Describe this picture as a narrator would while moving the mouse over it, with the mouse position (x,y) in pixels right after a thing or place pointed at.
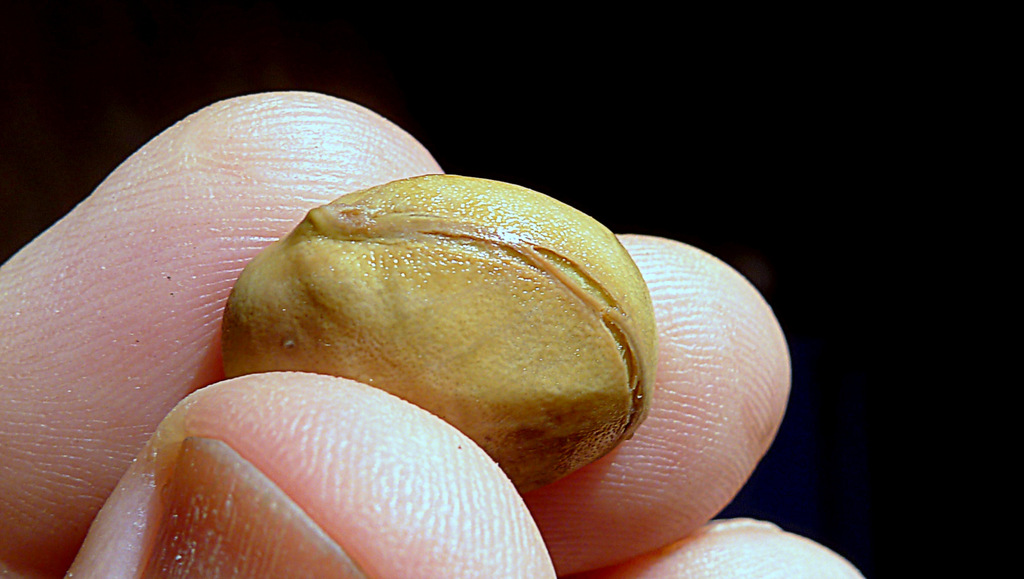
In this image I can see fingers (122,410) of a person (491,477) holding a small object (510,289). And there is a dark background (795,87).
